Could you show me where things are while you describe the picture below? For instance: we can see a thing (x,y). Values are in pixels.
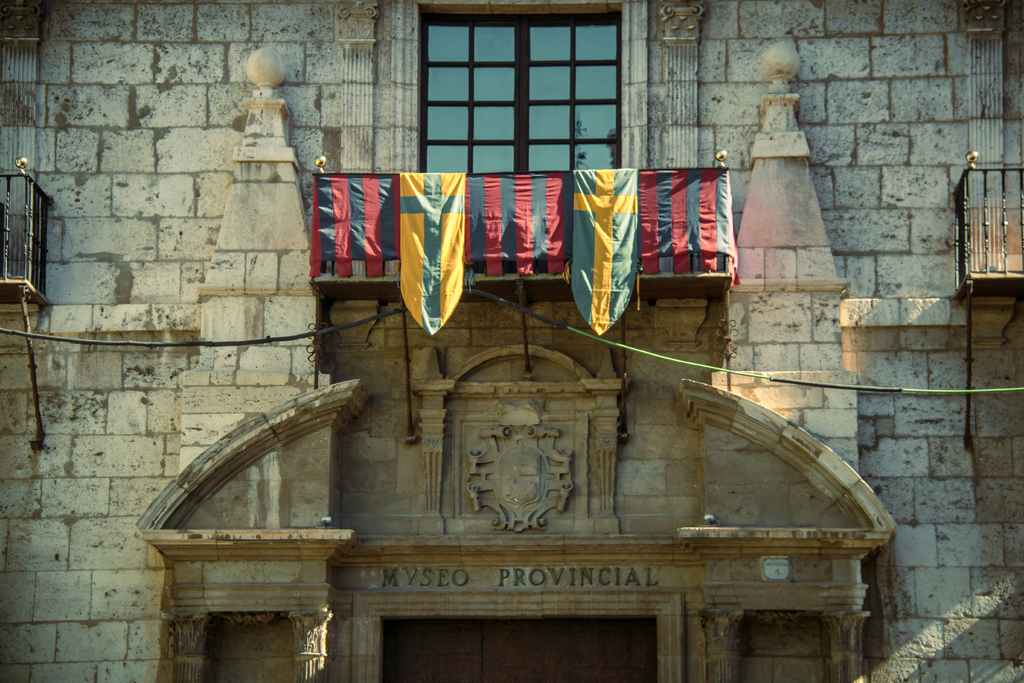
In this picture we can see a window (520,55), flags (392,251), fences (986,195), rope (301,334), design (220,544) and some text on the wall (430,445) and some objects (449,658).
